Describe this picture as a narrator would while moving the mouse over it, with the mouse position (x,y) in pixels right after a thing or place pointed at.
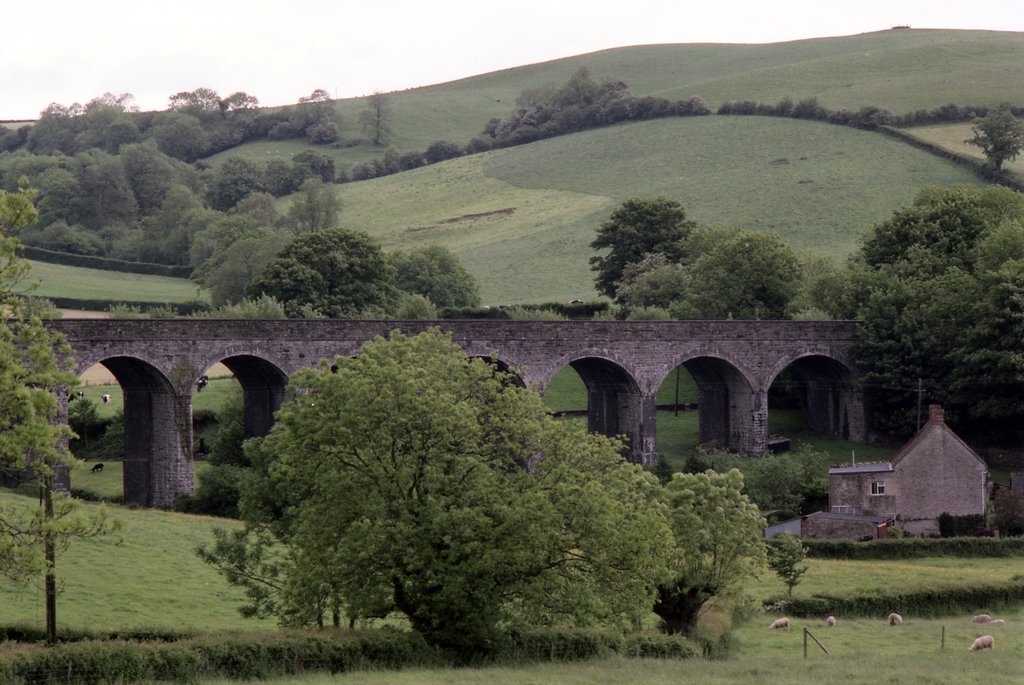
In this image I can see trees (436,426), a bridge (731,442), a house (914,498) and some animals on the ground (816,635). I can also see poles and the grass (756,592). In the background (287,44) I can see the sky (290,47).
